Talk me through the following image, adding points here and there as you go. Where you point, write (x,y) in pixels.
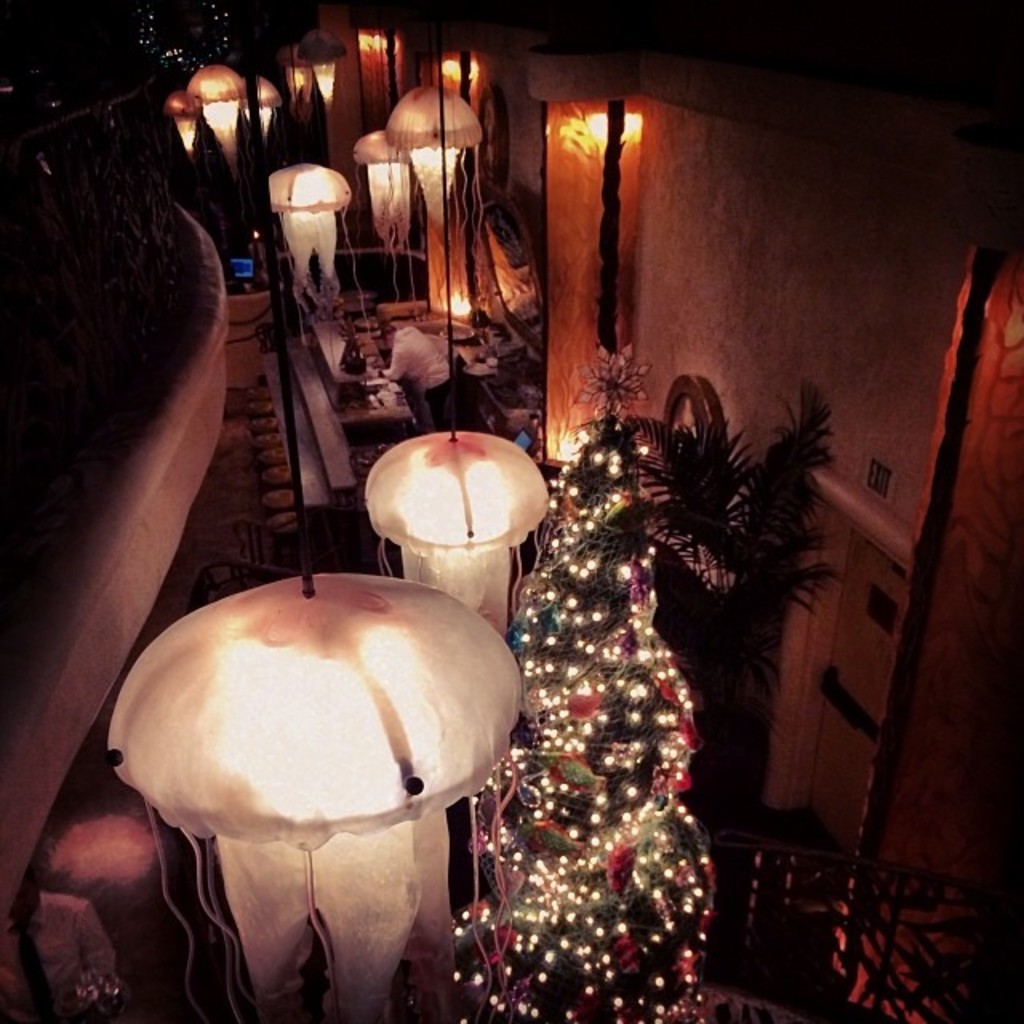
This is the picture of a place where we have a tree (544,621) which is decorated with some lights (661,664) and some other things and around there are some lamps (439,216), table (327,344) on which there are some things (495,344) placed.
